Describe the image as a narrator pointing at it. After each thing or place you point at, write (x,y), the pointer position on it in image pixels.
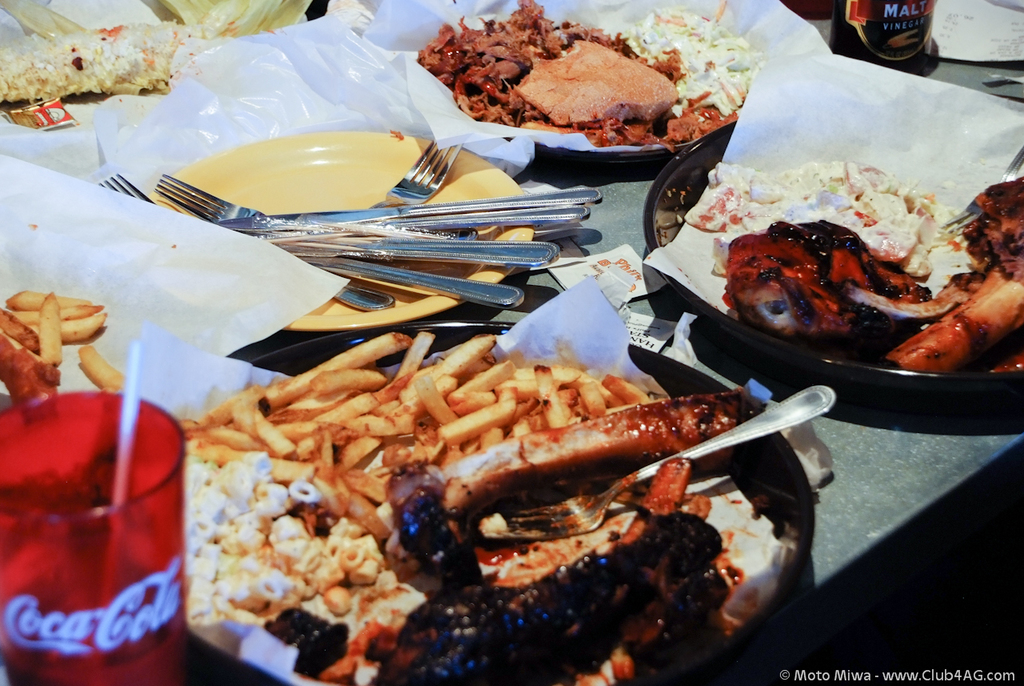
In this image we can see the food items (578,402) placed on the plates (648,244). We can also see the paper (266,259), bottle (880,12), spoons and forks (462,229) and on the left (109,442) there is a Coca-Cola glass (130,476) with a straw (125,419) and these items (522,151) are placed on the table (890,497). In the bottom right corner (897,677) there is text (978,677).
